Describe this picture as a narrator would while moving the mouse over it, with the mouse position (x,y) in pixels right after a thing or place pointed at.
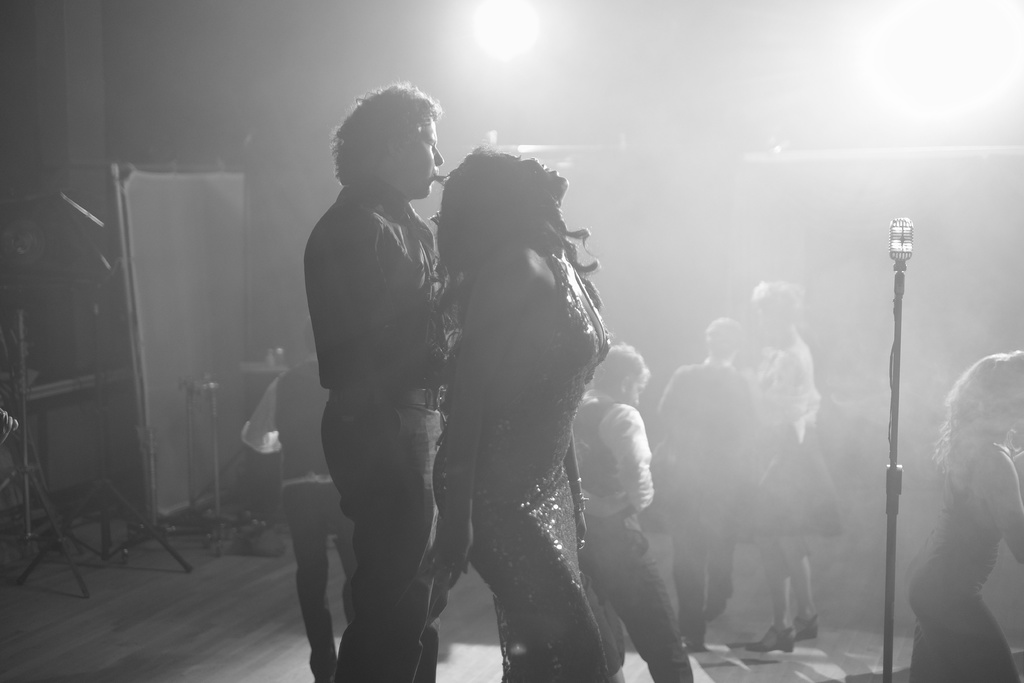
In this picture, we can see a few people (556,324), and we can see the ground (176,574) with some objects (142,395) like microphone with a stand (893,350), poles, pole (126,273) with cloth (143,287), the wall (944,195) with lights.
